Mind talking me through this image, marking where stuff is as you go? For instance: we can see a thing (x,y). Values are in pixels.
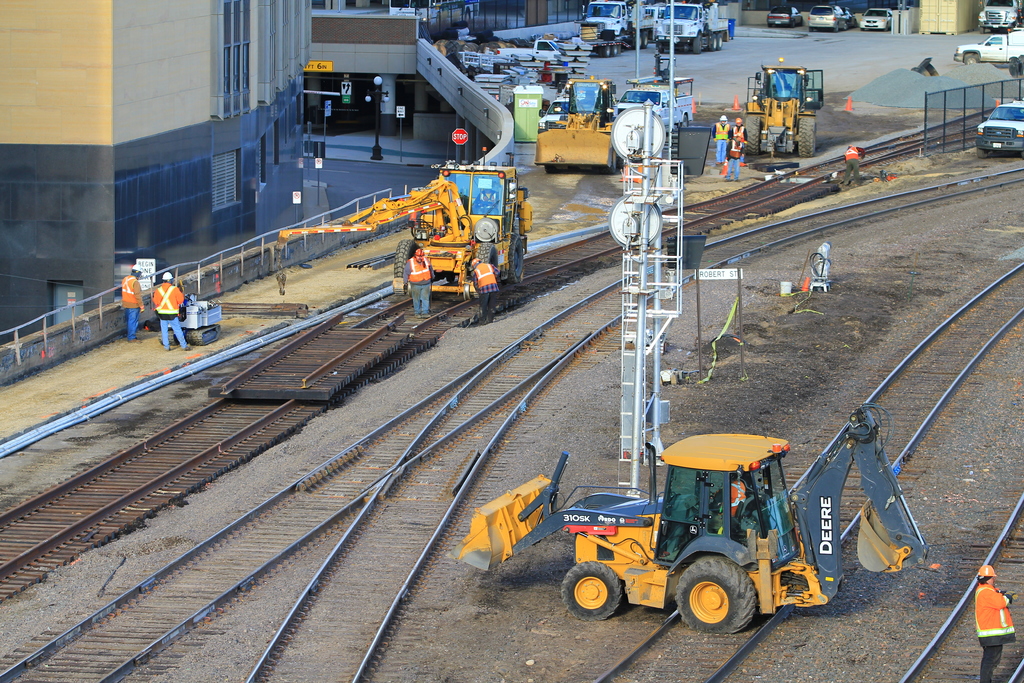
In this image we can see railway tracks (9,555), machines (554,137). In the background of the image (681,79) there are vehicles (1019,51). There is a building (223,129). There are people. In the center of the image (625,232) there is a tower (633,381). There are safety cones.
